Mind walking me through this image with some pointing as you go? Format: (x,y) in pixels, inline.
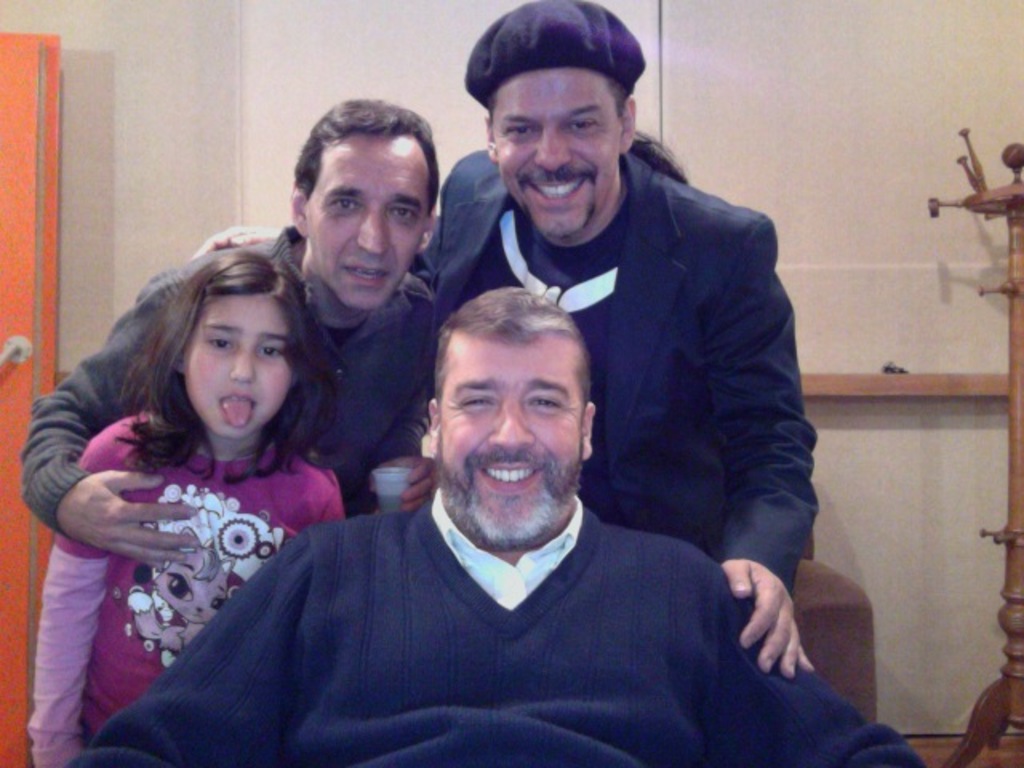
In this image there are a few people (488,275) posing for the camera with a smile on their face (540,477).
